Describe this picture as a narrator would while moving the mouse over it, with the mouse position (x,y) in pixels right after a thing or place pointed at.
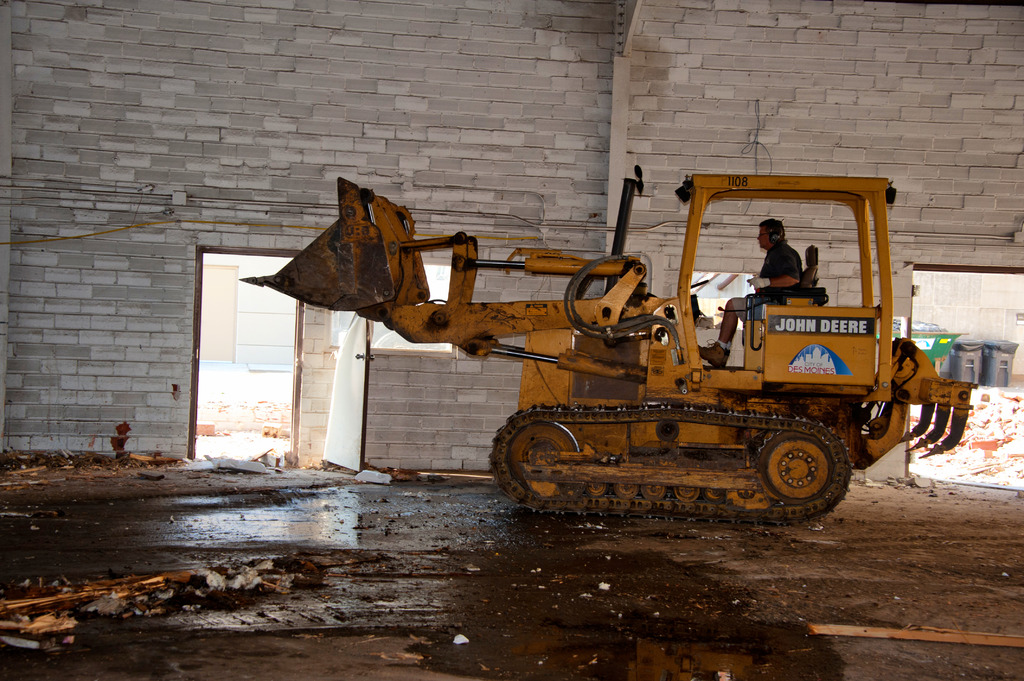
In the picture we can see a house breaking equipment vehicle (833,456) and a man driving it and behind it we can see the wall (1022,131) with bricks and outside it we can see some dustbins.
